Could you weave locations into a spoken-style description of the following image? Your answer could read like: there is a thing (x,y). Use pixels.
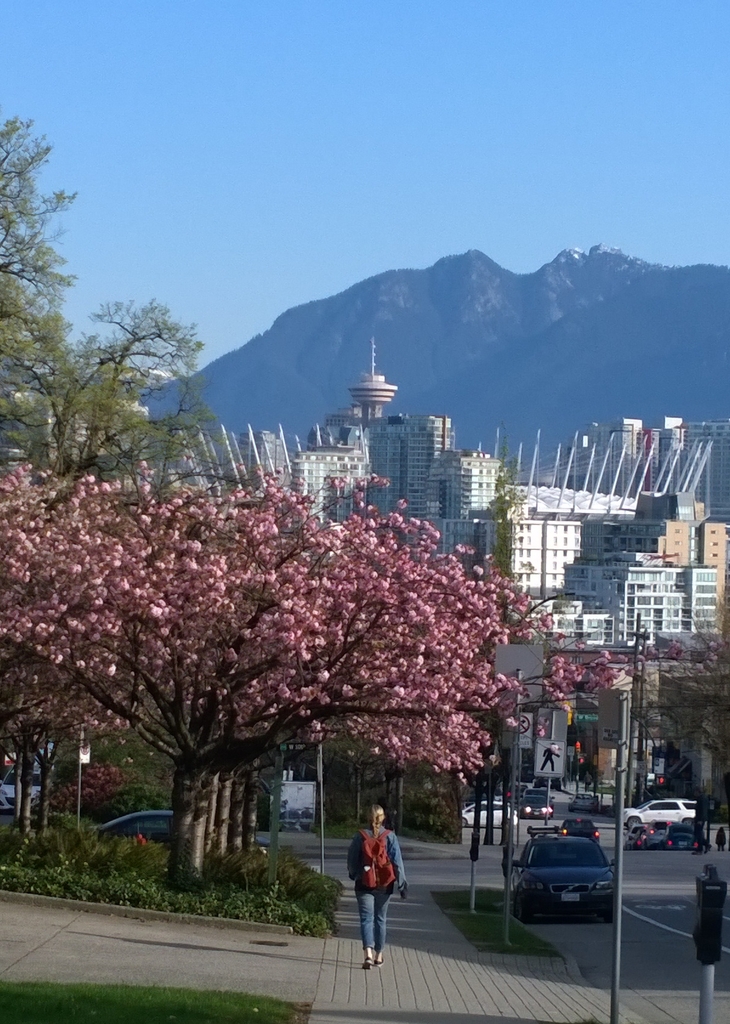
This image consists of trees (366,663) and buildings (536,482). In the background (454,347), we can see a mountains (457,295). At the top (346,206), there is sky (366,222). At the bottom (383,934), there is a woman (379,942) walking and there are cars (572,898) on the road (641,881).
